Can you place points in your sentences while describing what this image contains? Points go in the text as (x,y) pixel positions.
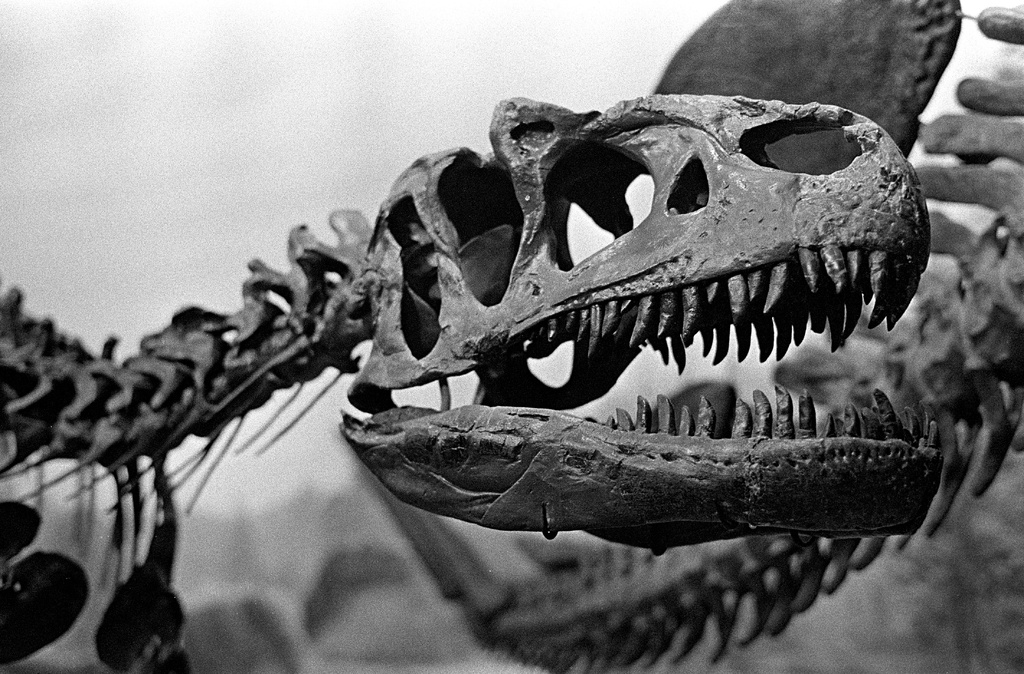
This is a black and white pic. We can see skeletons (763,362) of the animals (580,496). In the background (473,568) the image is not clear to describe.
